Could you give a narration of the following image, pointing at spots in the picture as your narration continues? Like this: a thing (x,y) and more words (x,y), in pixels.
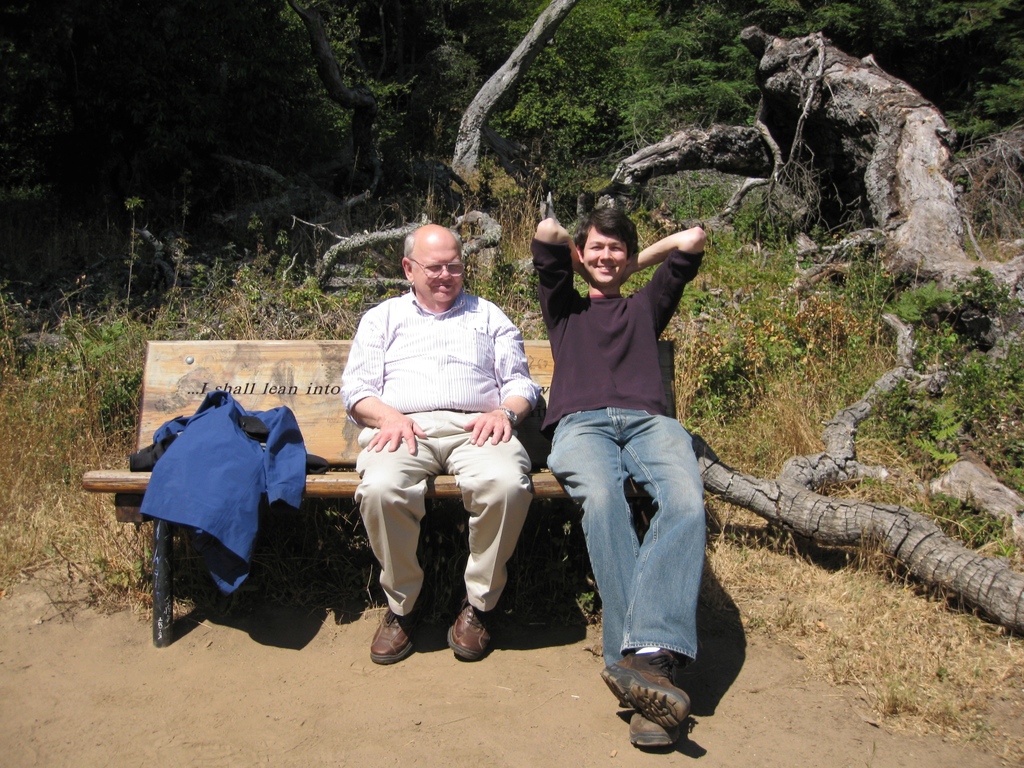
In this picture there is a boy (588,362) wearing brown color t-shirt (624,355) is sitting on the bench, smiling and giving a pose. Beside there is a old man (472,396) sitting and smiling. In the background (783,157) we can see the tree trunks (939,235) on the ground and some trees (358,62).
